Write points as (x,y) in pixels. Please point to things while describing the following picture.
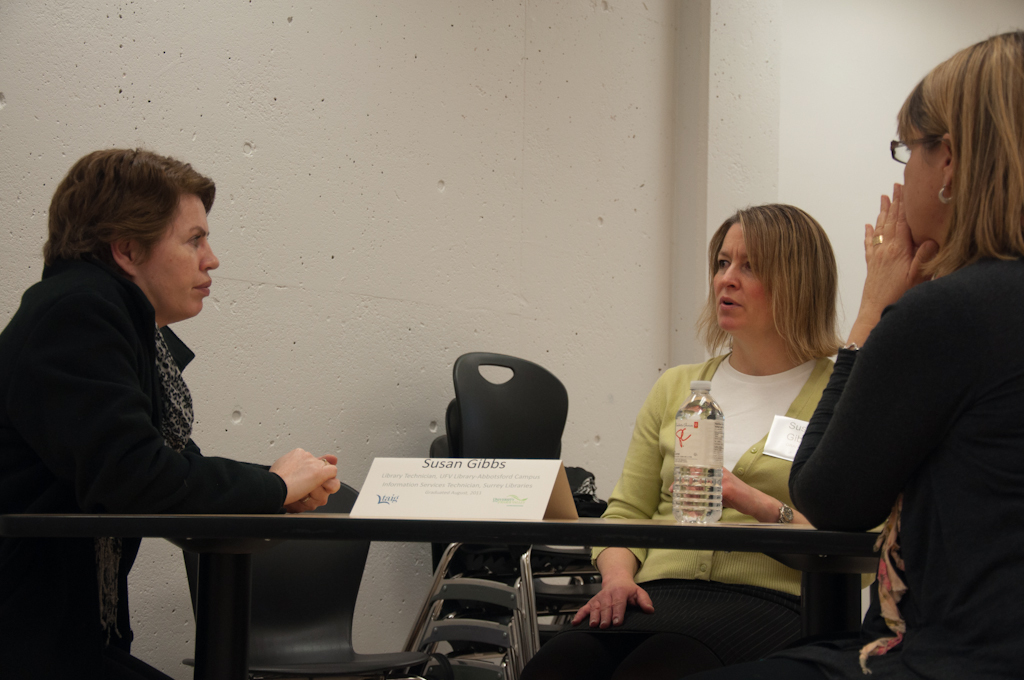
These three persons (967,398) are sitting on the chair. We can see bottle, name board (470,488) on the table (295,522) and chairs (522,369). On the background (517,95) we can see wall (558,141).
